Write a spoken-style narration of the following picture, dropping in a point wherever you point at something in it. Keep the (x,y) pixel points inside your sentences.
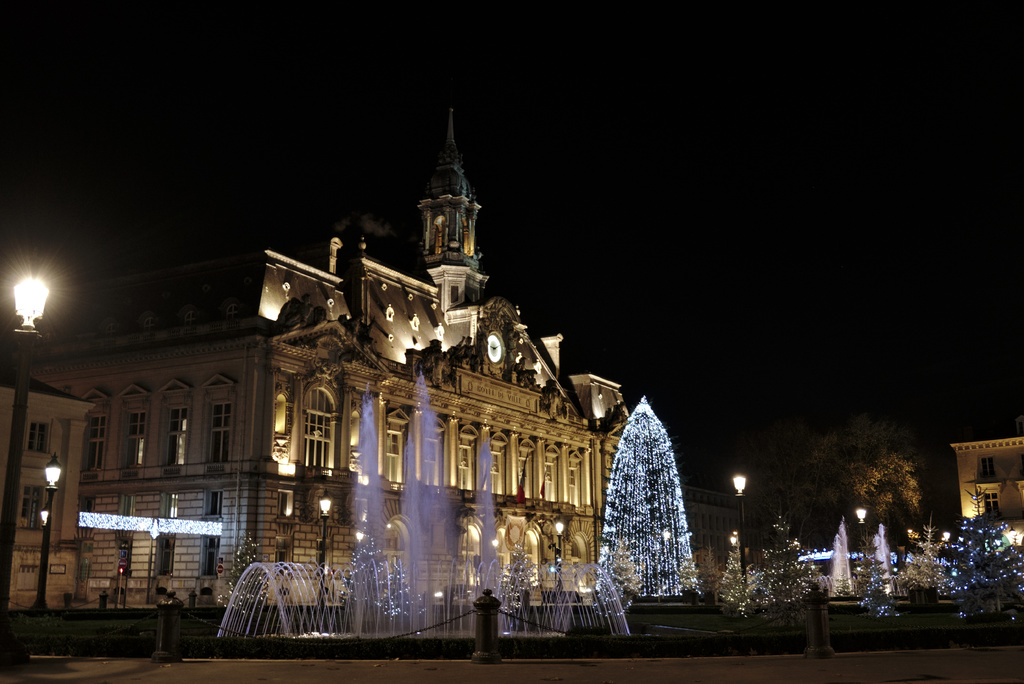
This is the picture of a building (578,557). In this image there is a fountain (467,599) in the foreground (426,615). At the back (798,595) there are buildings (108,435) and trees (838,459) and there is a clock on the wall (557,411). There are street lights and there is a railing (492,637) around the fountain (346,611). At the top (771,69) there is sky (773,68). At the bottom (889,665) there is a road (979,662).
